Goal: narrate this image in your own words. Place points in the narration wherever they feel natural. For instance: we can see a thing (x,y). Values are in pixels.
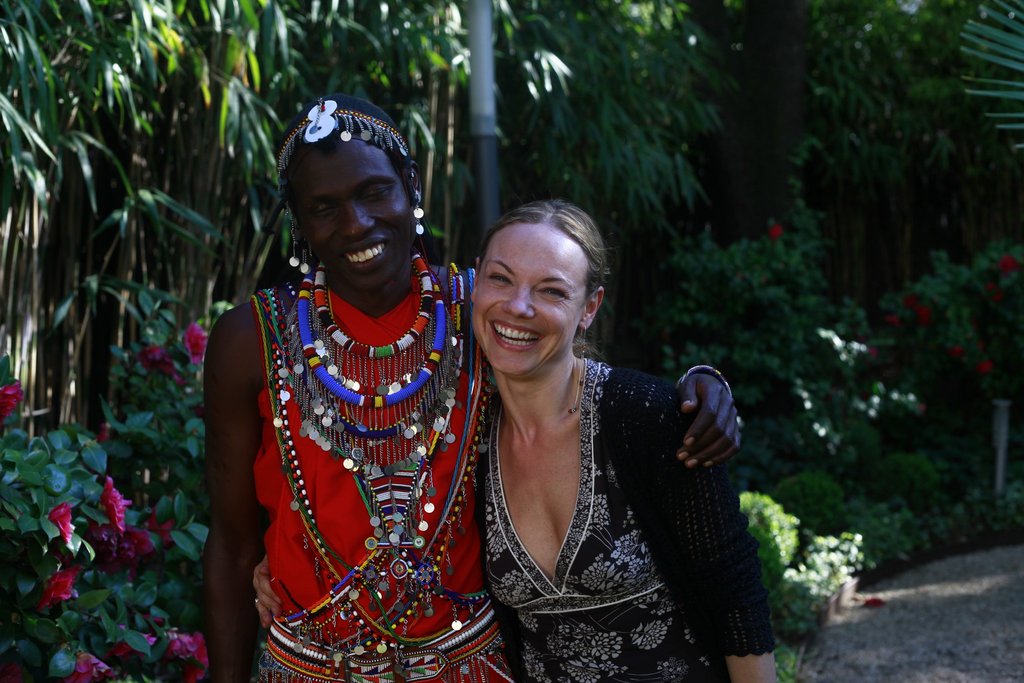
In this image I can see two people (433,585) with black, white and red color dresses (549,653). In the background (16,117) I can see the plants (573,13) and trees (707,187). I can see some red color flowers (890,316) to the plants (136,547).
